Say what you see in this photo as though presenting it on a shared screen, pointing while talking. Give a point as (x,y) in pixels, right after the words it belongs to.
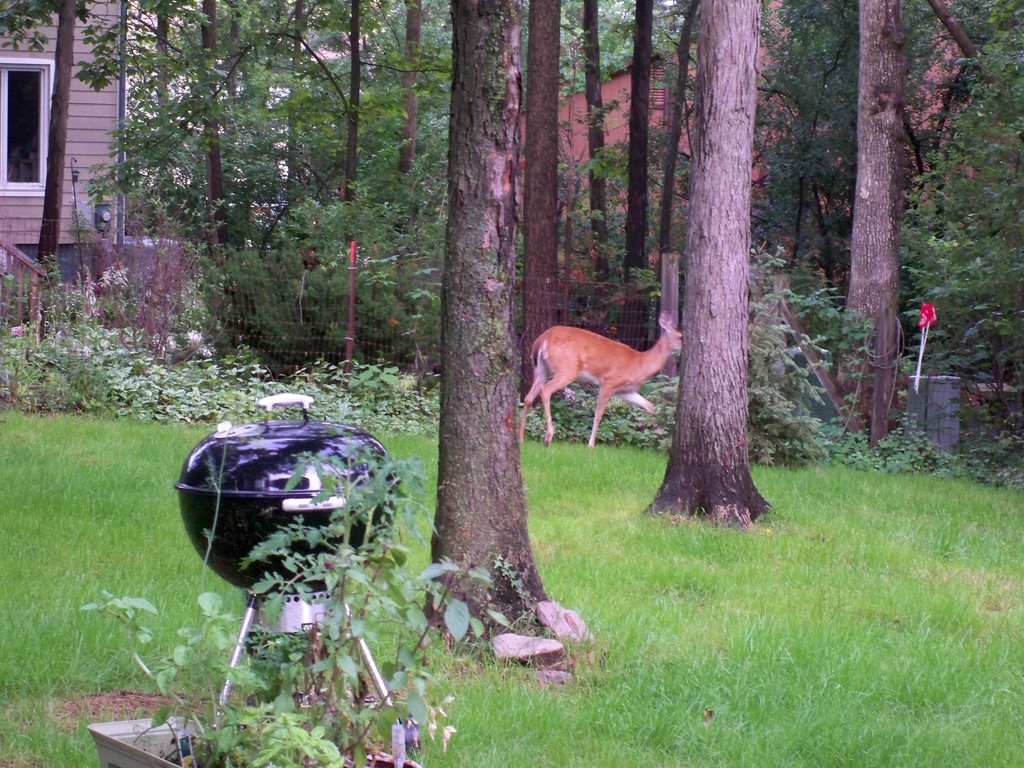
In this image I can see the black color bowl (243,523) on the steel stand (290,608). It is on the ground (522,709). To the side I can see an animal (547,413) which is in brown color. To the side of the animal (549,382) I can see the railing (279,340). There are many trees (856,185) around the animal (562,364). In the background (89,115) I can see the building (95,135) and the hut (623,145).
